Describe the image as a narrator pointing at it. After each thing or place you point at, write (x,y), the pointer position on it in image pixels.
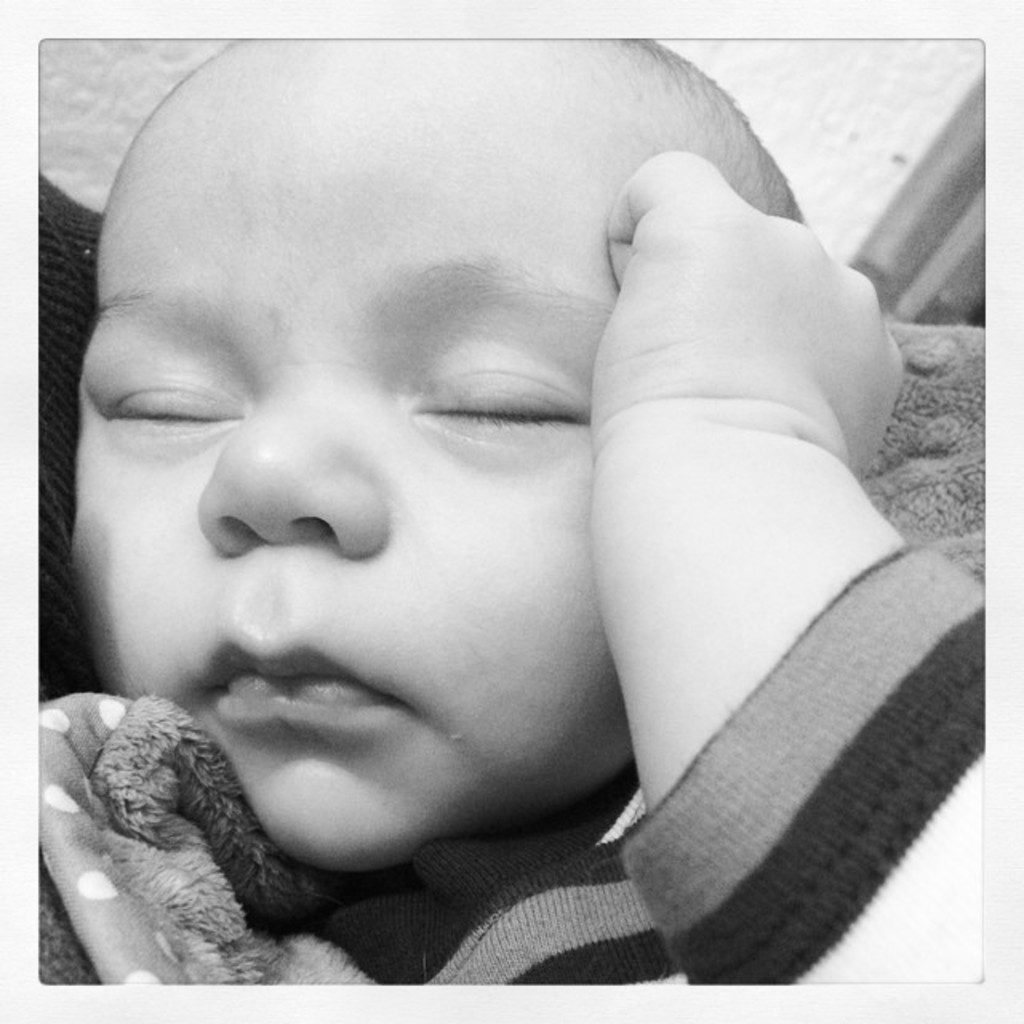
In this black and white image, we can see a baby (472,569) wearing clothes (358,918).
